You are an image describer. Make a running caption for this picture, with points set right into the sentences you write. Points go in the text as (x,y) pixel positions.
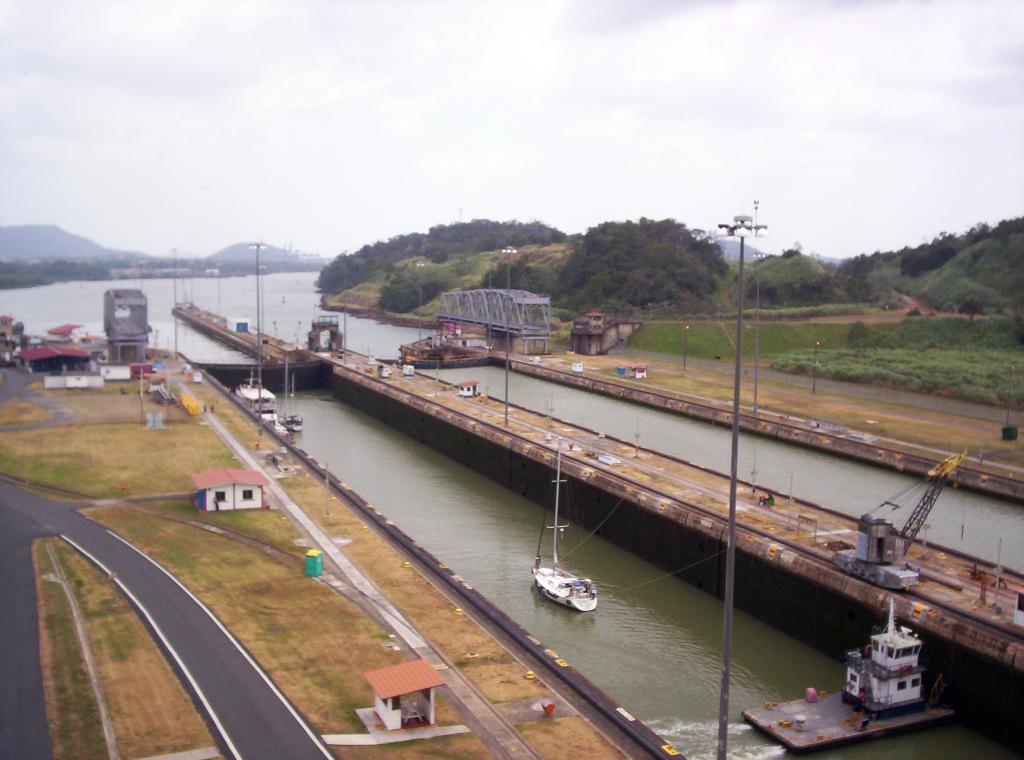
In this image we can see there is a river (488,537). On the river (476,561) there are few boats (541,577). On the left side (195,623) there is a road (248,691). On the right side (789,332) there are trees (586,301) and plants (848,326) and there is a bridge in between the river (368,433). In the background (80,238) there are mountains (53,242) and sky (219,234).
